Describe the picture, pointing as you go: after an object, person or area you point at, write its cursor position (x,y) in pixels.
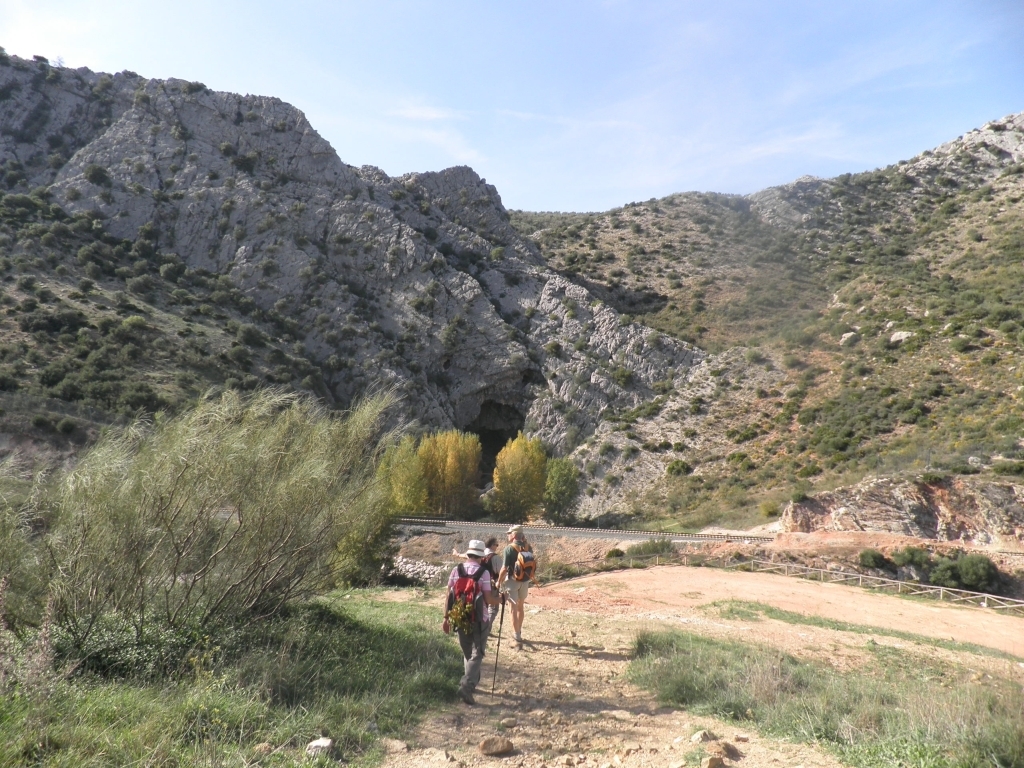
In this image I can see few people (514,567) walking and wearing bags (469,593). I can see trees (317,483), green grass (361,689) and mountains (926,287). The sky (755,111) is in white and blue color.
